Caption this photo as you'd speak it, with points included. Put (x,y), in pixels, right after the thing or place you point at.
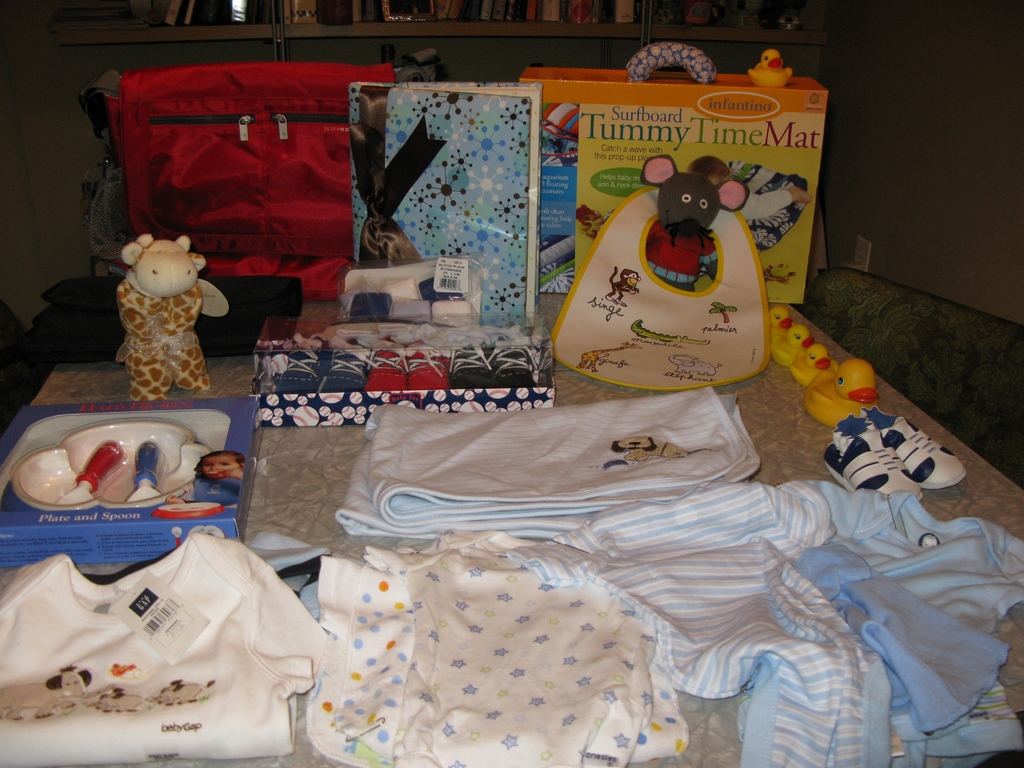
In this image I can see many dresses (467,616). To the side of these dresses (466,592) I can see the toys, footwear (865,452), boxes (228,473), red color bag (286,140) and some objects (365,204). These are on the ash color surface (234,368). In the background (601,11) I can see the books (581,11) in the shelf (362,35).
